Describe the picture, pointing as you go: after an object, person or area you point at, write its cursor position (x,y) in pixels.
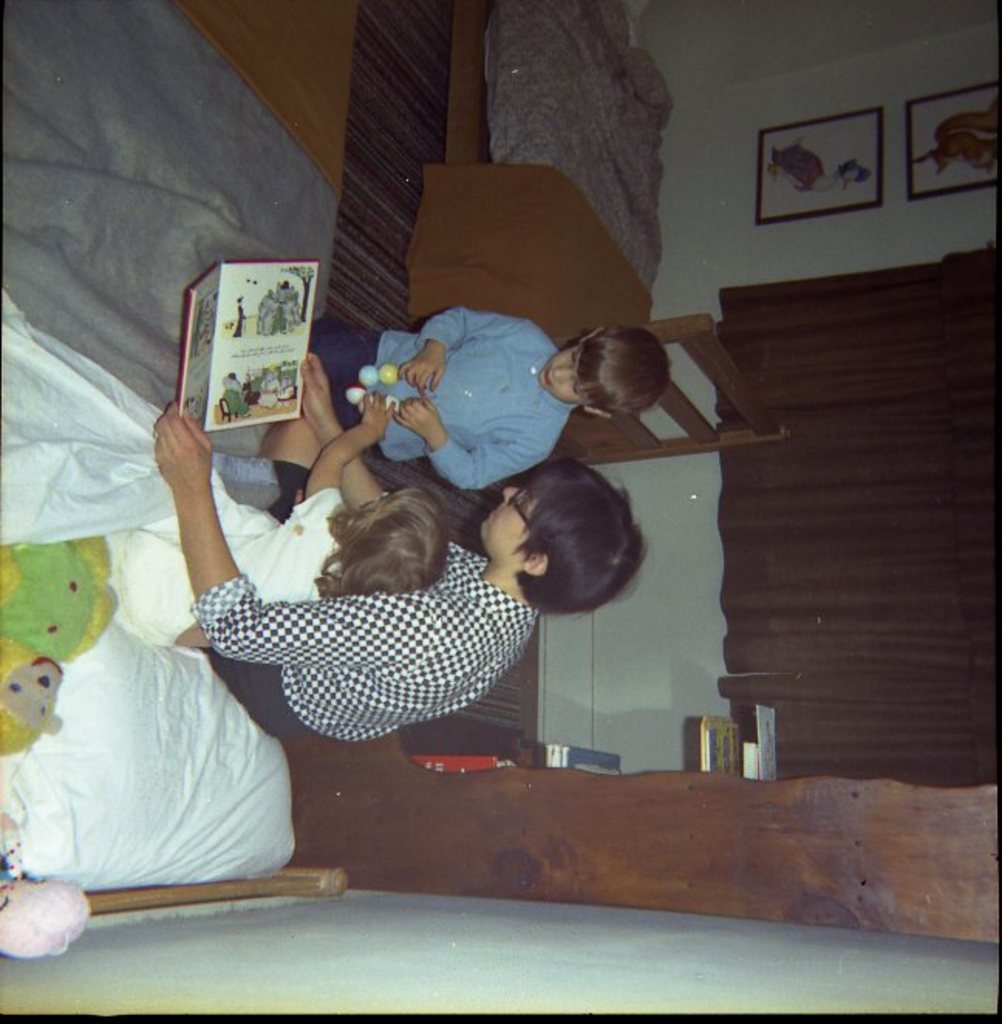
In this picture I can see a girl (334,468) and a person (290,645) holding a book (238,368) and sitting on the bed (126,373) and I can see a boy (452,365) sitting and holding a toy (398,389) in his hands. I can see a soft toy (36,626) at the bottom of the picture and a pillow (112,874) at the bottom right corner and I can see another bed (656,208) in the back (507,22) and couple of photo frames (819,134) on the wall (797,102). I can see curtains (806,614) and few books (757,765) on the shelves (834,824).
